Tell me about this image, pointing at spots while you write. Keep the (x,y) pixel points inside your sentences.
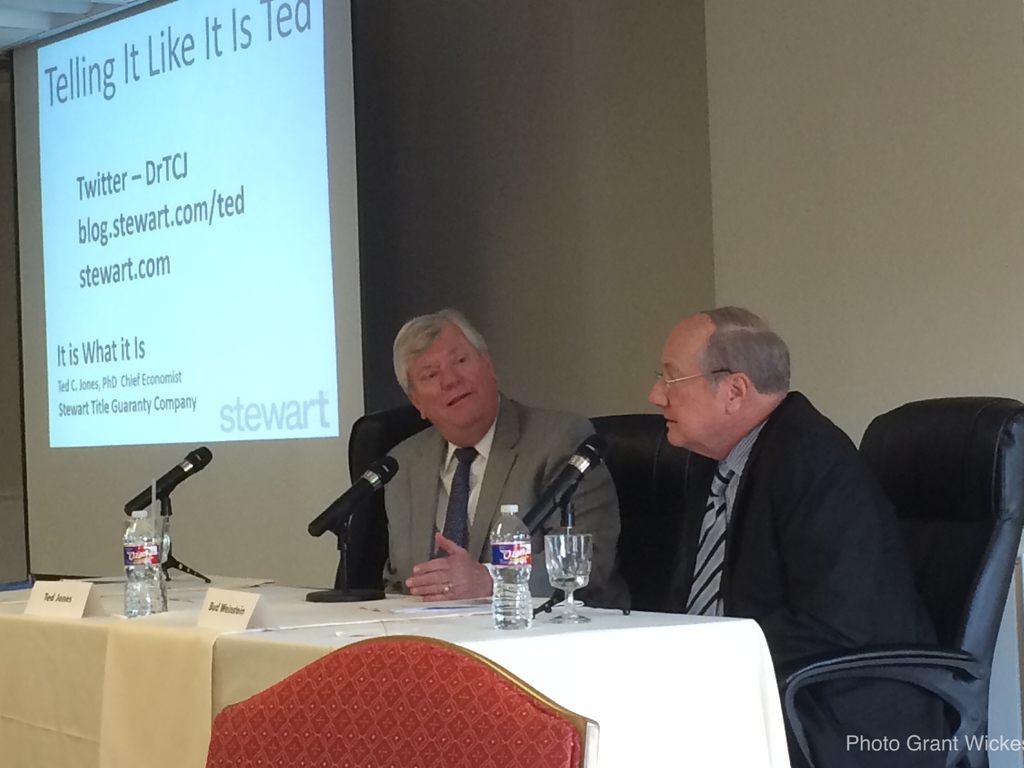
Here we can see two people (435,357) are sitting on the chair (677,488), and in front (579,480) here is the microphone (565,484) on the table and some objects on it, and here is the projector (222,98) and something written on it, and here is the wall (666,49).
